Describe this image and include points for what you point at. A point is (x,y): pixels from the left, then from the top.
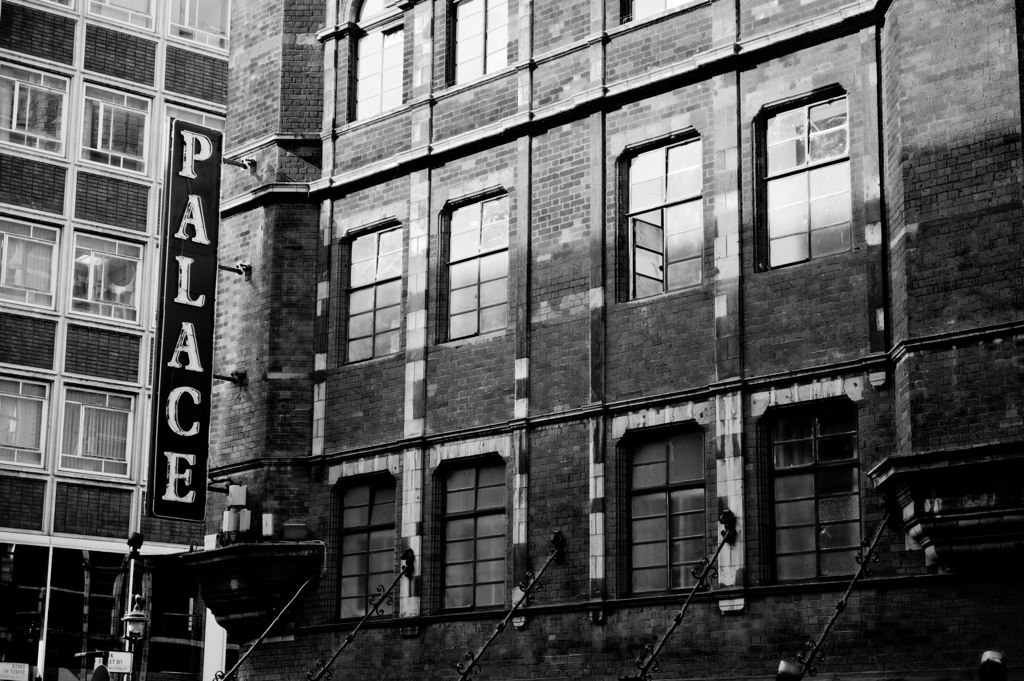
In this black and white image, we can see a building (704,467). There is a board (197,188) on the left side of the image (177,401).
